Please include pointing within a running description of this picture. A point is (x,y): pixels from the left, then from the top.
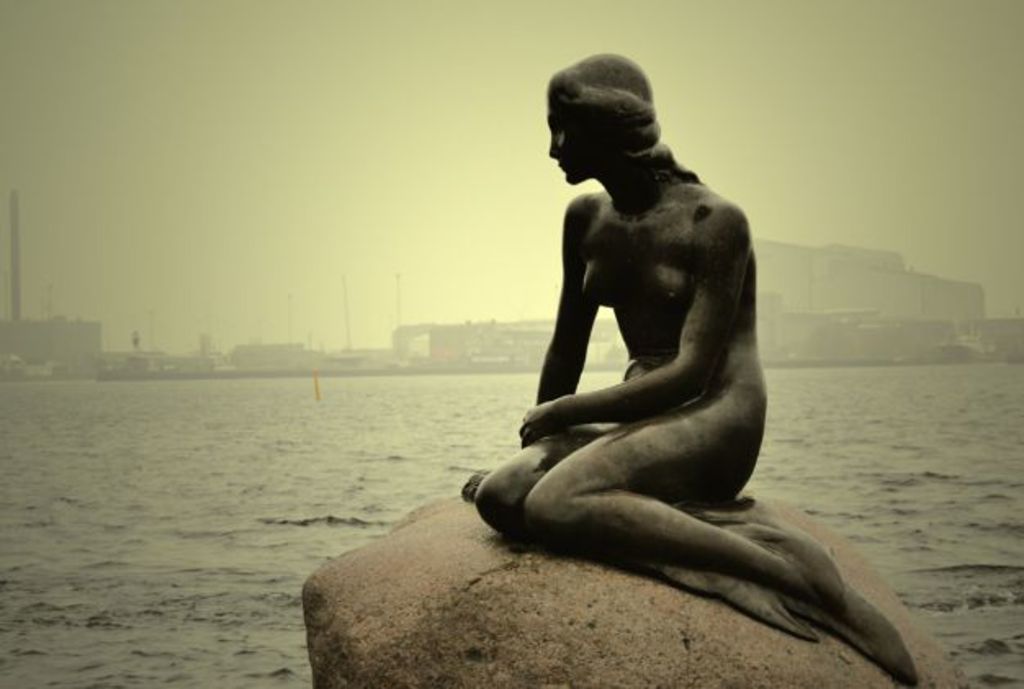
In this image in the center (646,361) there is one sculpture (634,532) on the rock (481,591) and in the background (263,441) there is a river (905,429) and some buildings (453,363) and poles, on the top of the image (352,162) there is sky (327,194).
